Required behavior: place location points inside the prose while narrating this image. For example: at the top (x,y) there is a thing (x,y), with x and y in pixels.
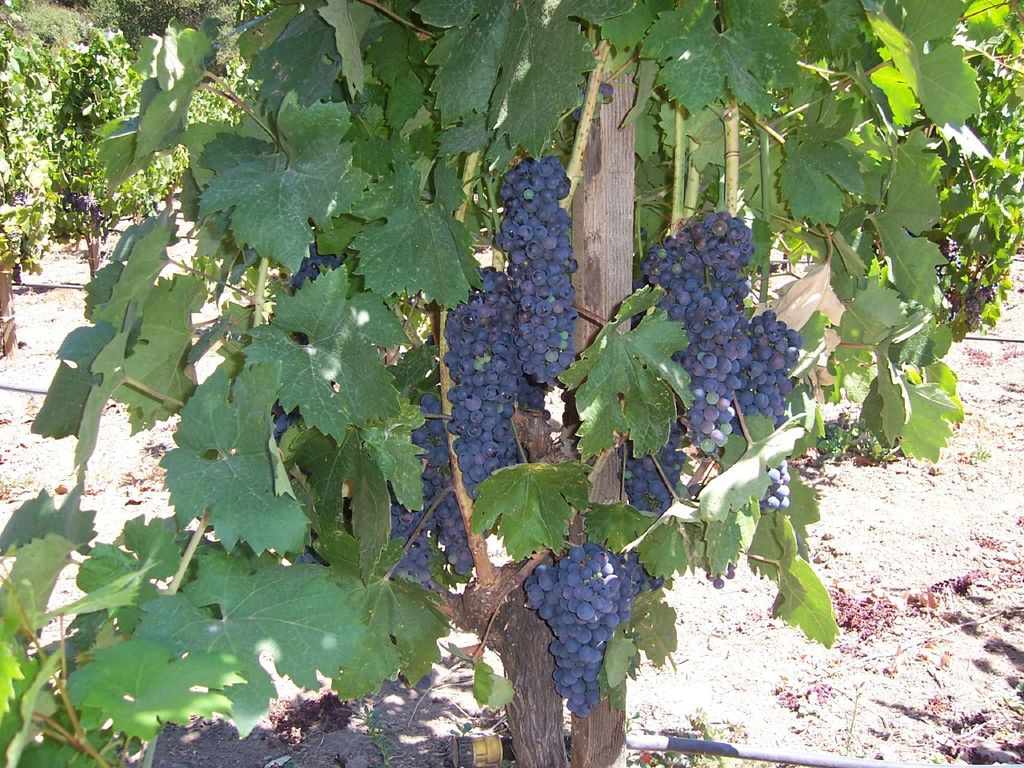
In this image I can see number of trees (33,82) and here I can see number of grapes (495,323). I can also see a yellow color thing (469,743) over here.
